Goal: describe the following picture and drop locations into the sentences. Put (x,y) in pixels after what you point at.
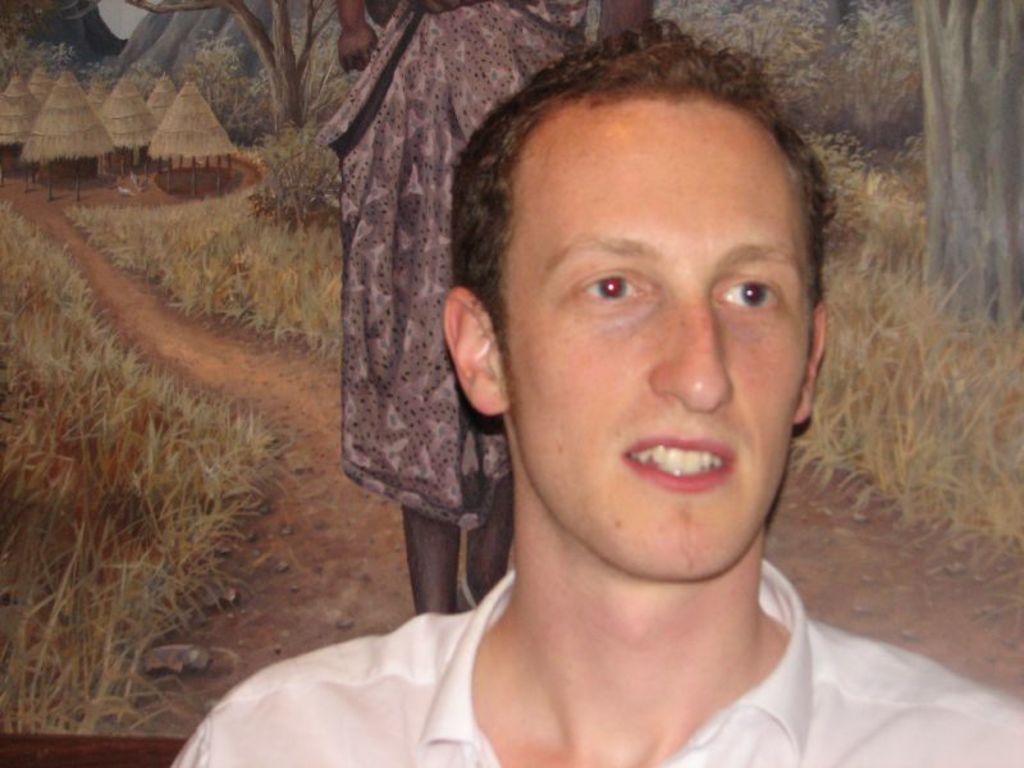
This image consists of a man (401,743) wearing a white shirt (401,743). In the background (115,486), it looks like a poster (944,298) in which there is a woman (424,577) walking. On the left (125,169), we can see the huts (39,97) and trees (33,53). At the bottom (165,525), there are rocks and grass (227,524) on the ground (281,565).
